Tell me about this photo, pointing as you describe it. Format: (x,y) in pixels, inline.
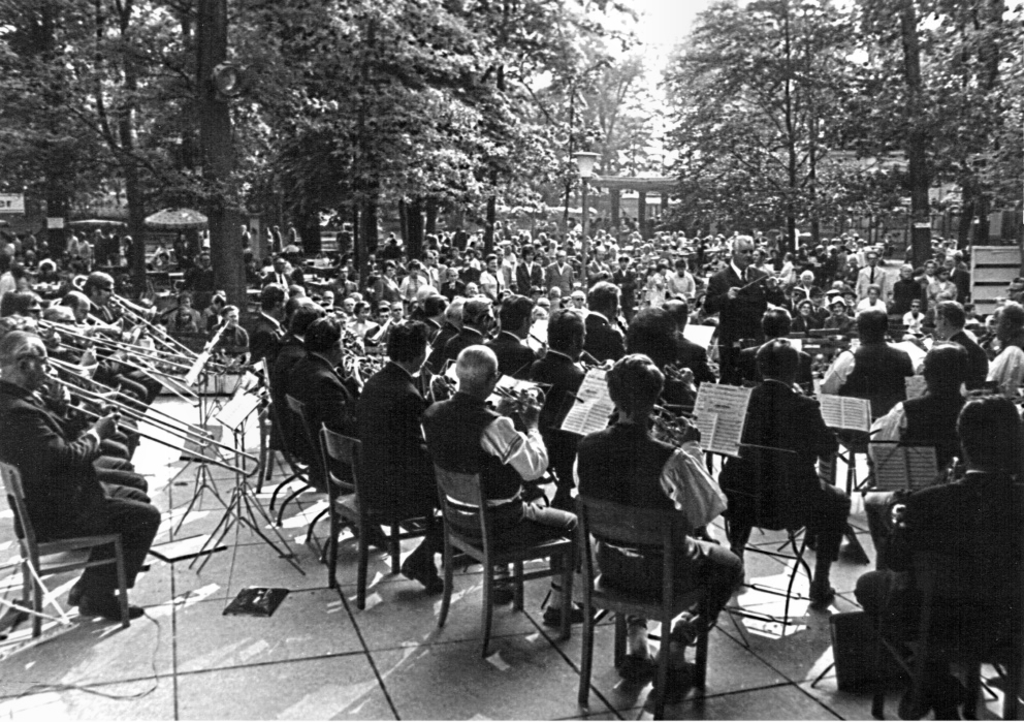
In this picture there are some people (456,440) sitting in the chairs (590,590) in front of stands (239,475) on which I can observe some papers (733,424) and books (733,424). All of them are playing musical instruments (57,328). This is a black and white image.
